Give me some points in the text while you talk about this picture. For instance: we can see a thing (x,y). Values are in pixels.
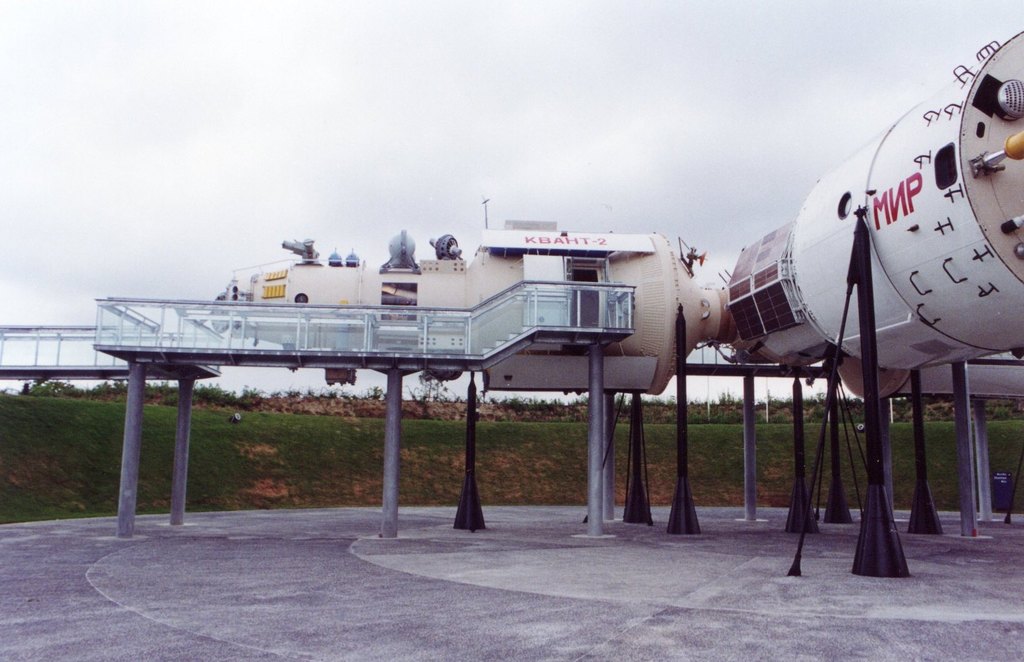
In this image, we can see space station (754,282), poles (978,464), glass railing (517,320). At the bottom (666,579), we can see platform (423,581). Background (210,468) we can see grass (515,451), a few plants (460,412) and sky (352,189).
